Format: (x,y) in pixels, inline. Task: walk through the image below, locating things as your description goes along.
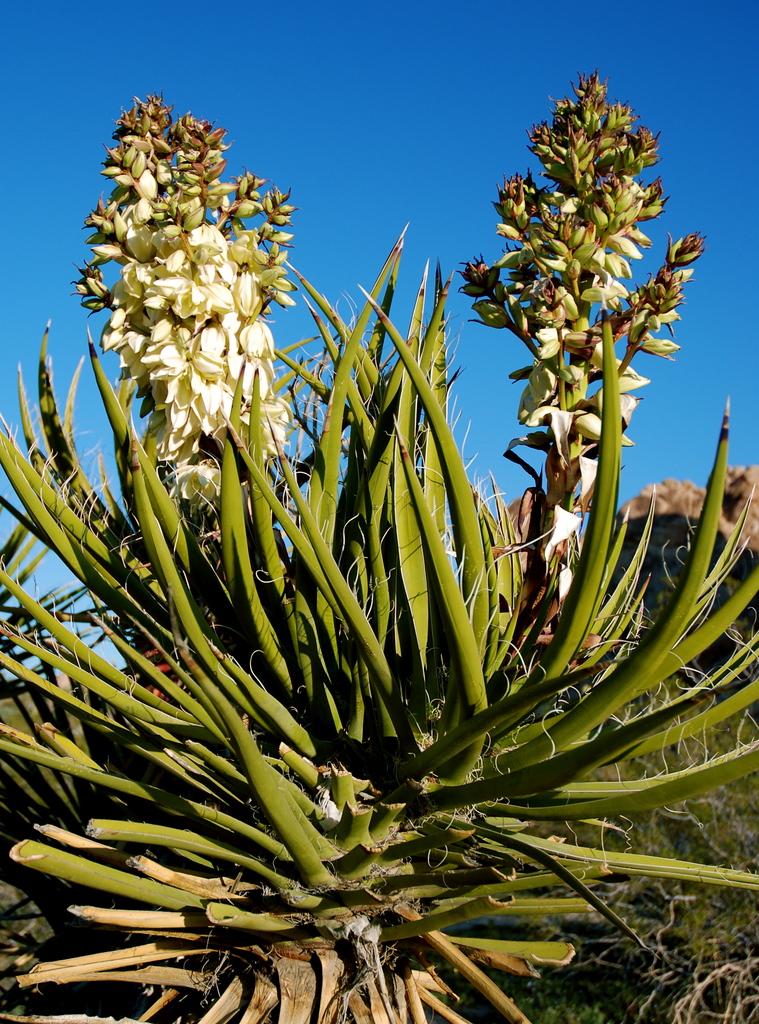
Here in this picture in the front (385,577) we can see plants (335,553) present on the ground (757,957) and we can also see flowers (214,339) on the plants (459,452) and we can see the ground (728,841) is fully covered with grass (680,841) and behind that we can see a rock stone (749,476) present and we can see the sky (455,160) is clear.
